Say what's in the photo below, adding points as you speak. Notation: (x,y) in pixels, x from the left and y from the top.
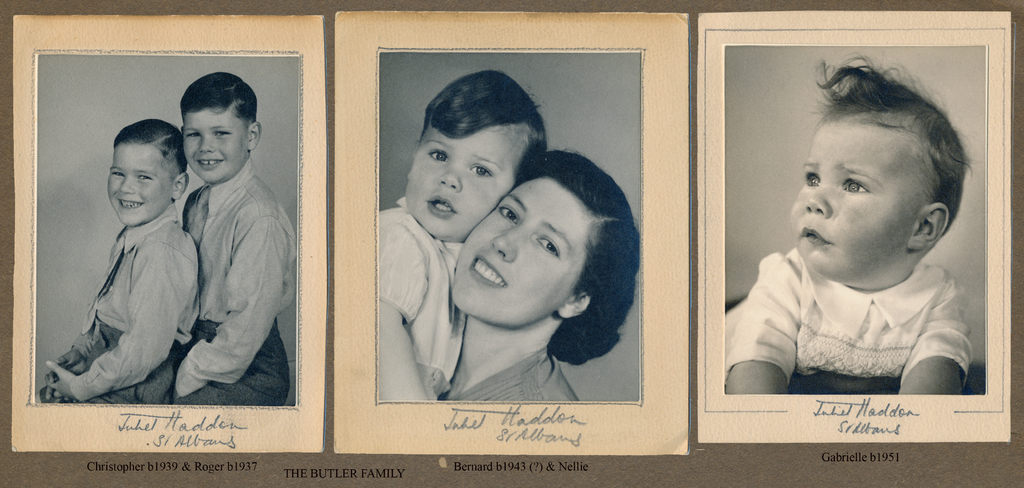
These are the 3 black and white pics, on the right side (890,82) a baby (910,87) is there, in the middle (393,227) a woman (594,351) is holding the baby (427,199). On the left side (156,131) two boys (213,262) are there, they are smiling.
